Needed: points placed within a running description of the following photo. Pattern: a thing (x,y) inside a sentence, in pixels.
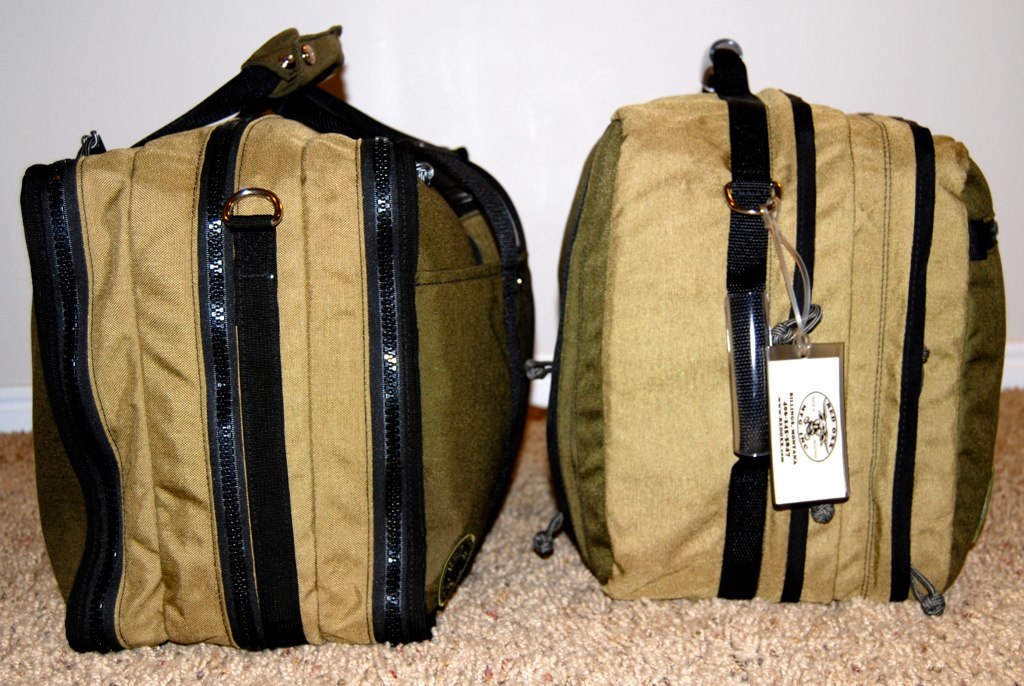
In this picture we can see baggage (652,389) and a tag (808,375) on the bag (838,288).
